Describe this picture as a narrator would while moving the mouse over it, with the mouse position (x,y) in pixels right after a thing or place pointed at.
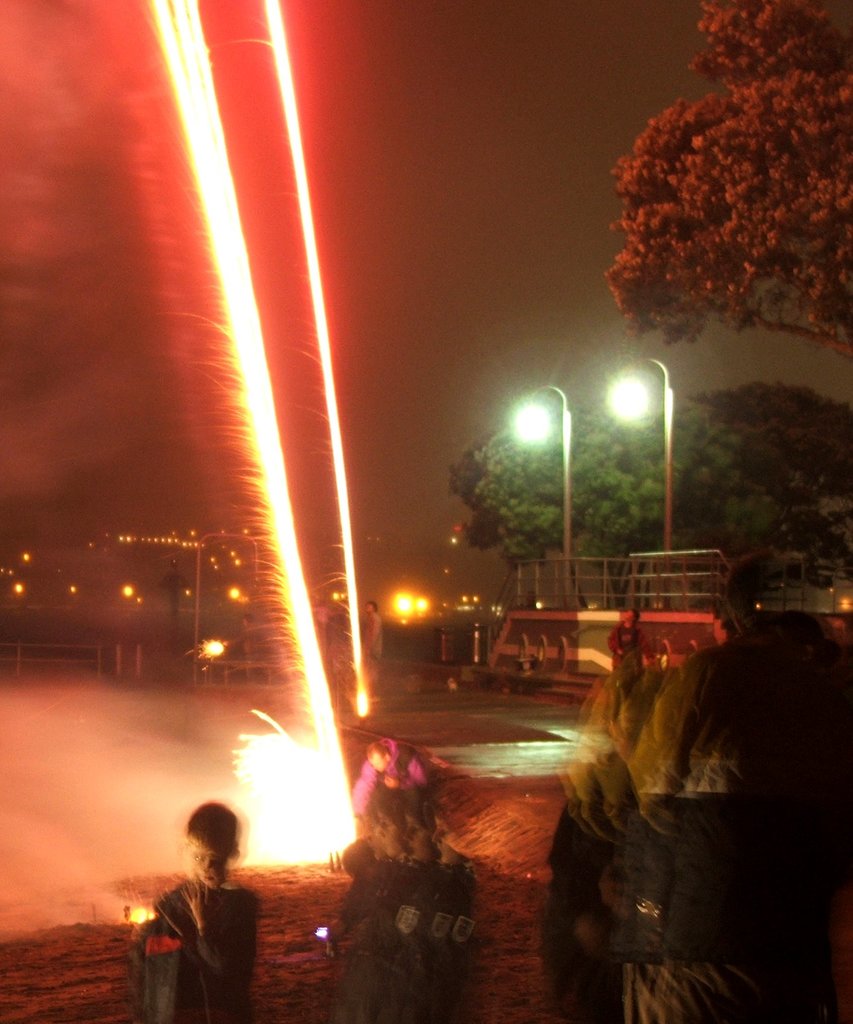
In this image I can see few persons (682,874) standing, background (660,142) I can see few lights (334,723), trees (657,174) and the sky (532,247) is in dark color.
